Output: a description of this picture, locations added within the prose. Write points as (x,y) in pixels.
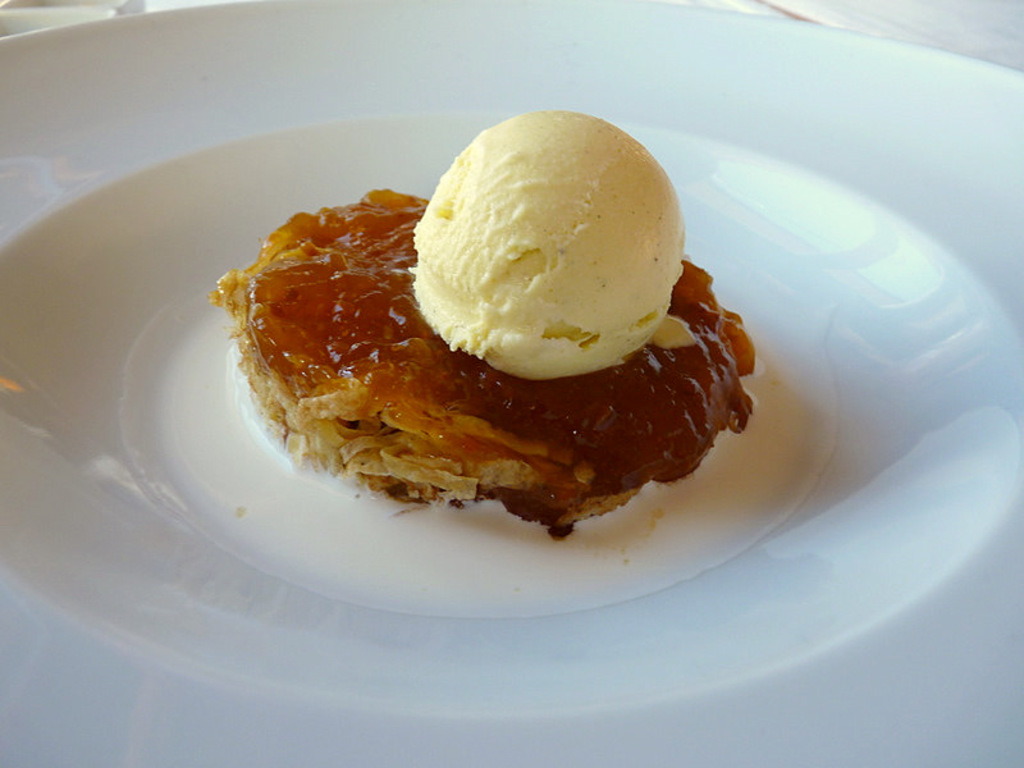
It is a zoom in picture of an ice cream (571,249) with a sweet (501,395) placed in a white plate (698,656).
